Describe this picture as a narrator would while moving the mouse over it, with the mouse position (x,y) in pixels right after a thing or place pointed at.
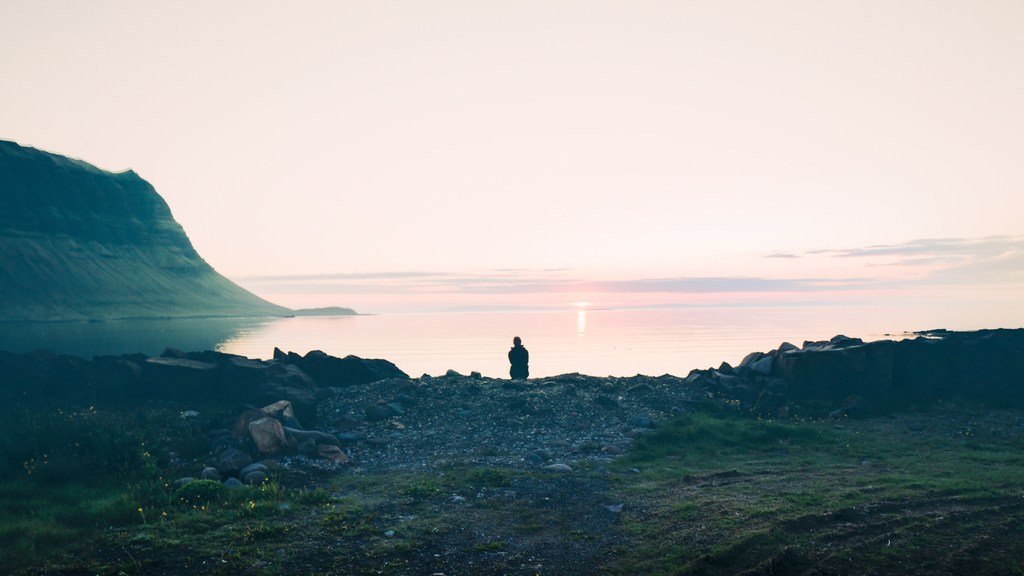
In this image we can see a person (516,357) here, we can see grass (979,427), rocks (300,444), water (416,351), hill (60,310), the sun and the sky (584,199) in the background (330,128).
